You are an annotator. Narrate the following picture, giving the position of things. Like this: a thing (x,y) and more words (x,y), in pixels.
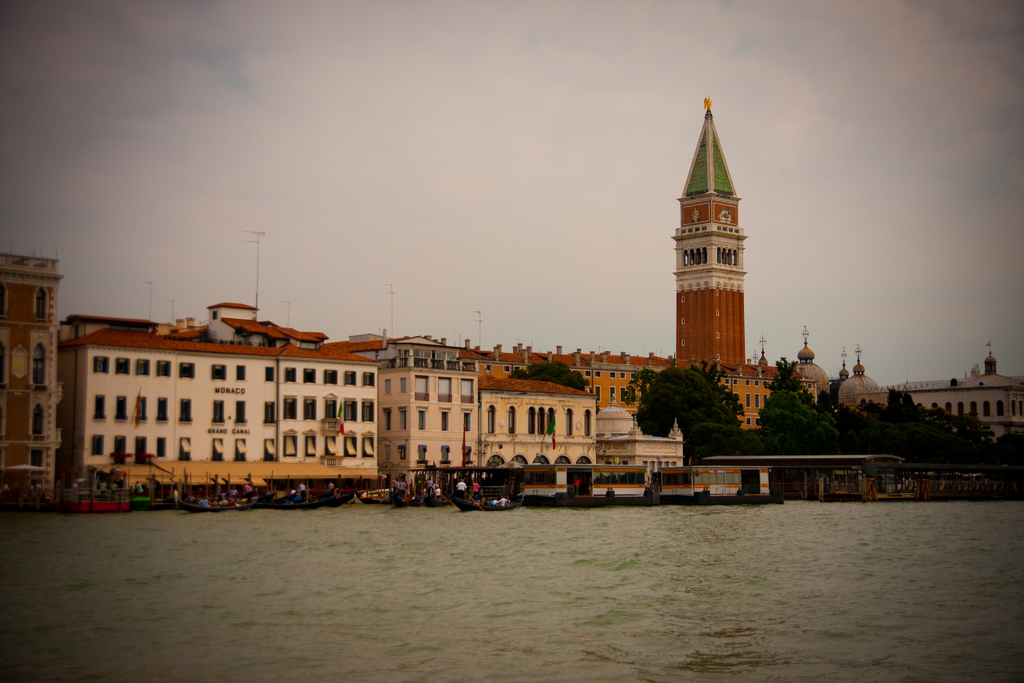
In this image there are boats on the water (388,627), there are group of people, there are buildings (571,434), trees (960,421), a clock tower (715,165), and in the background (544,139) there is sky (568,39).
